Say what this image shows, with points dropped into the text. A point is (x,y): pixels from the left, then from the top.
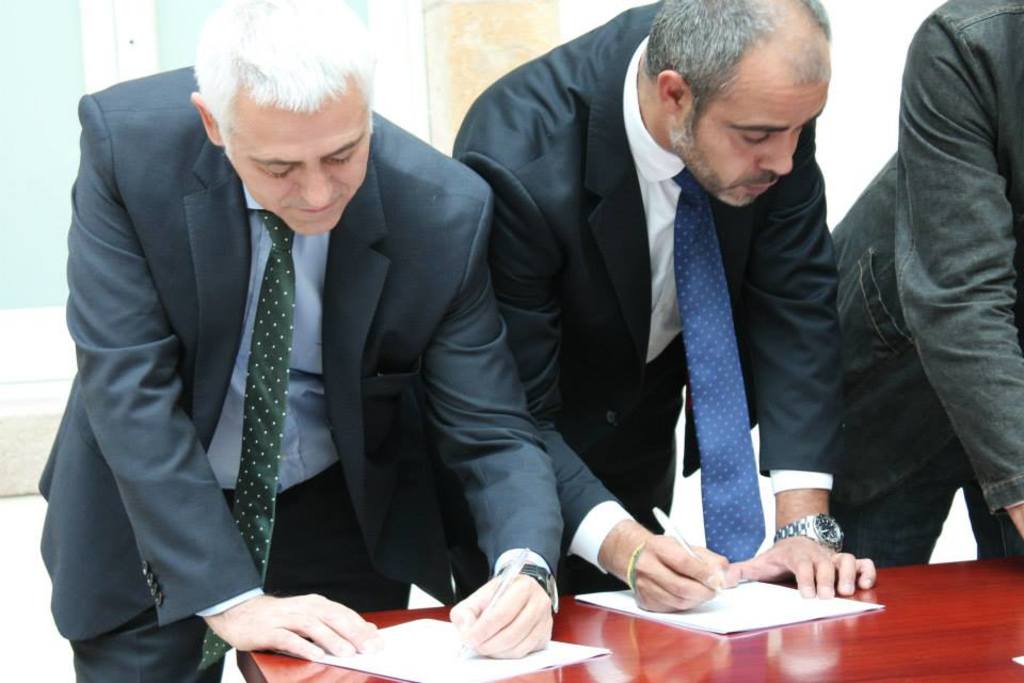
In this image I can see three people (461,433) and I can see two of them are wearing formal dress (303,357). I can also see both of them are holding pens (526,561) and here I can see few papers (604,655) on this table (598,633).
